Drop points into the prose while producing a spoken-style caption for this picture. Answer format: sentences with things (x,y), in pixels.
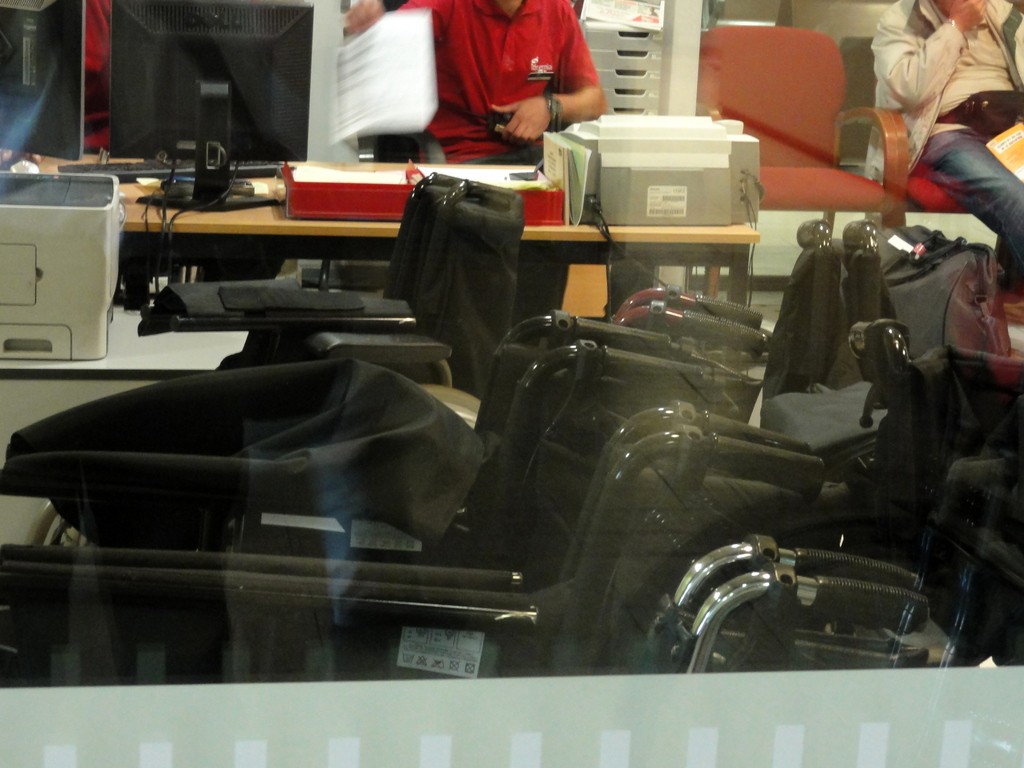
In this image there are a few wheelchairs (460,469), beside the wheelchair (510,379) there are a few fax machines (605,209) and other objects (388,190) on the table (295,229), on the other side of the table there are two people (541,78) sitting in chairs (395,146).
